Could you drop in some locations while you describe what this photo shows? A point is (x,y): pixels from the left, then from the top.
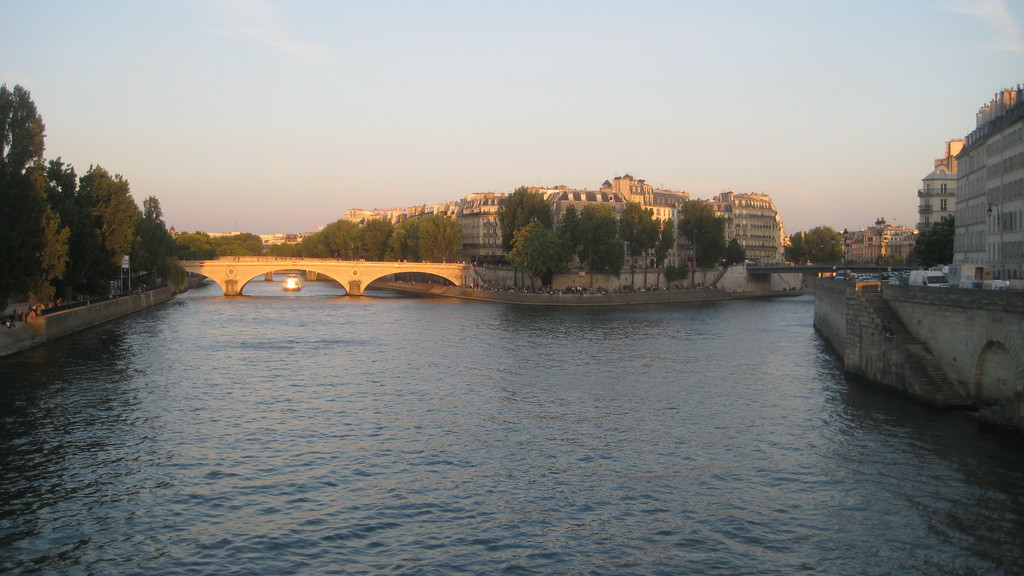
In this image there is a river (495,424) and there is a ship (297,280) floating, above the river (314,289) there is a bridge (801,269). In the background (713,246) there are trees (715,218), buildings (753,204), moving vehicles (934,273) on the road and the sky (658,86).
